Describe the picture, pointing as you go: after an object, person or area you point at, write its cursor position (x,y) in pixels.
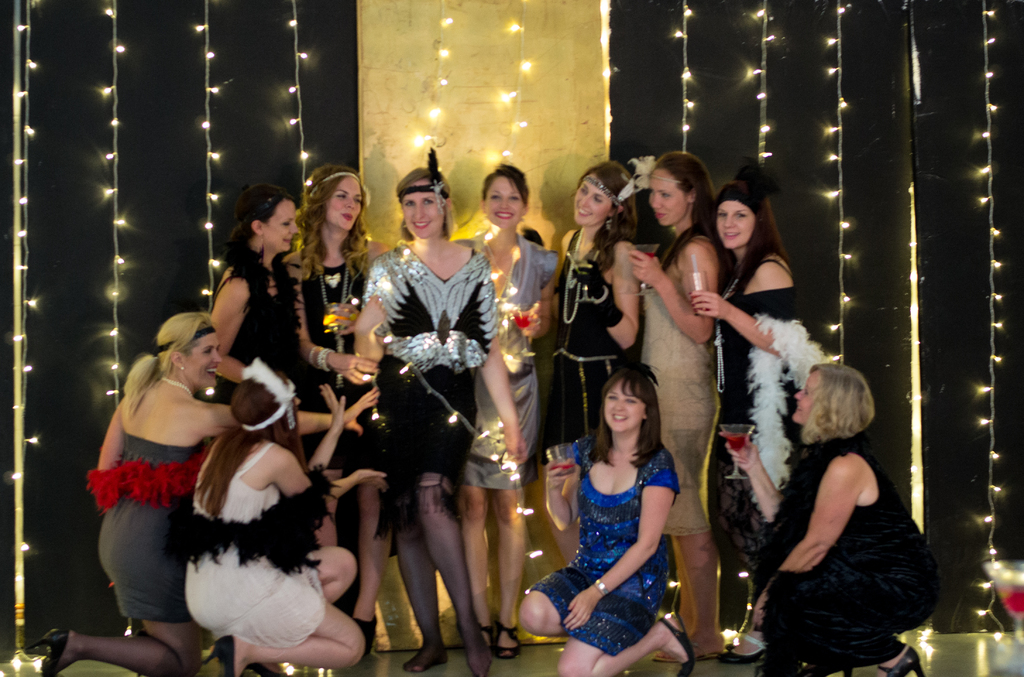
In this image there are group of girls (826,443) sitting and standing on the stage (925,646) in which some of them holding glasses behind them there is a wall (141,165) with lights (19,569).
